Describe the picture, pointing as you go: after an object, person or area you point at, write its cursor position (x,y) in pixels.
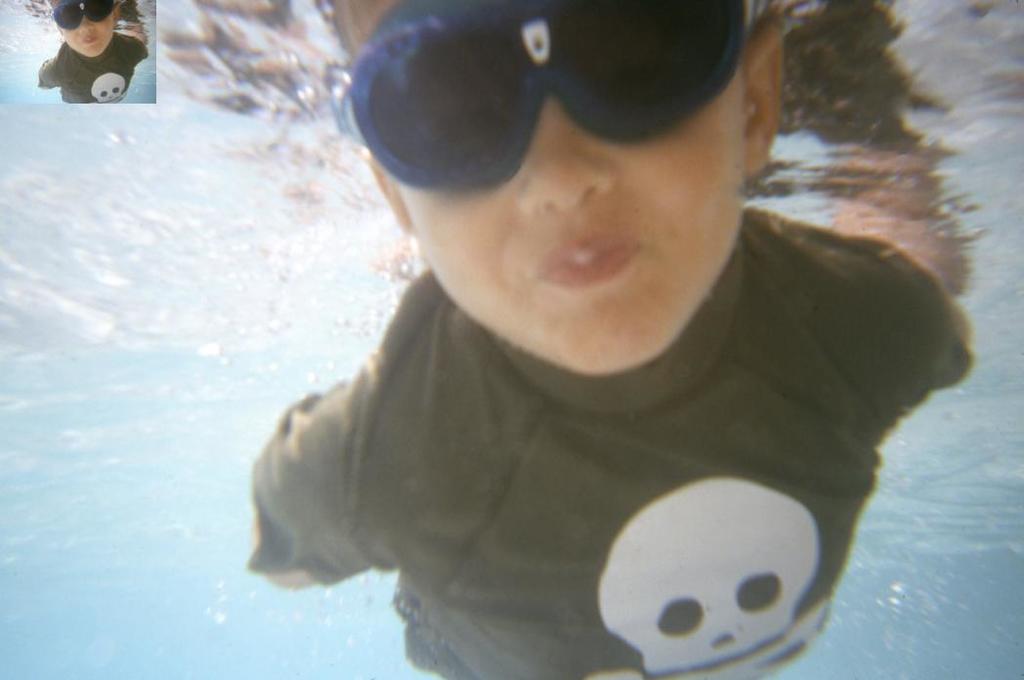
In this image I see a person (554,130) who is wearing shades (498,105) and I see that this person (554,214) is in the water (381,246) and I see the similar picture (77,46) over here.
